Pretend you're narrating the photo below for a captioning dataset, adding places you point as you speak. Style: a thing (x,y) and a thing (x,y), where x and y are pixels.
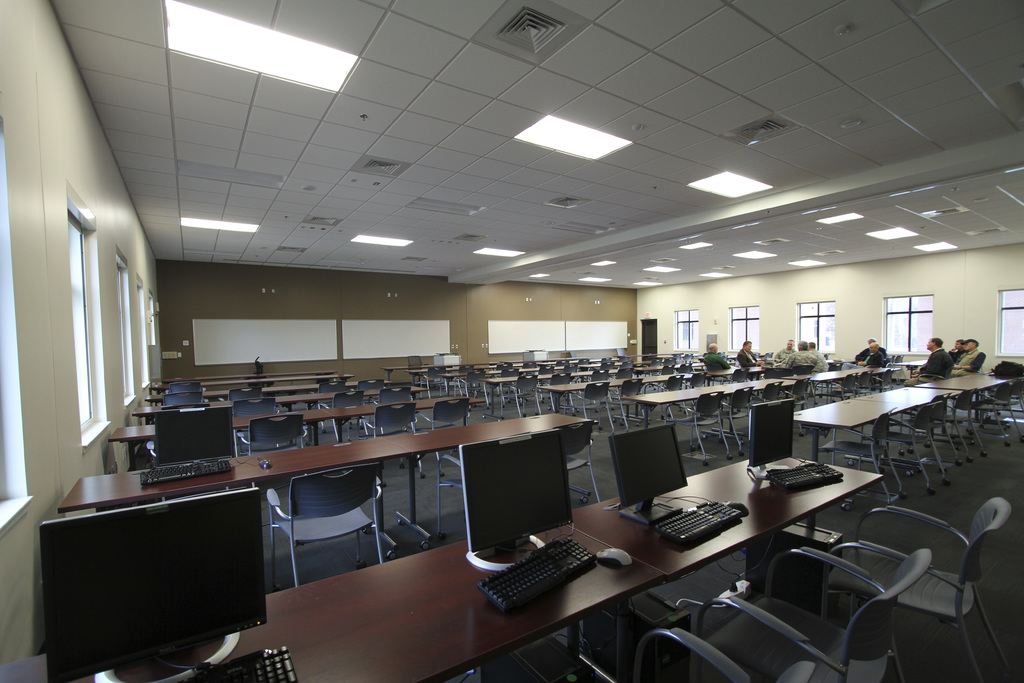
In this image there are many tables (518,546) and many chairs (798,390) placed on the floor (286,563). We can see many systems (207,585) along with the keyboard (532,561) on the table (748,483). There are few people (954,362) sitting in the background of the image (729,366). This is the ceiling (685,91) with lights (586,141).
